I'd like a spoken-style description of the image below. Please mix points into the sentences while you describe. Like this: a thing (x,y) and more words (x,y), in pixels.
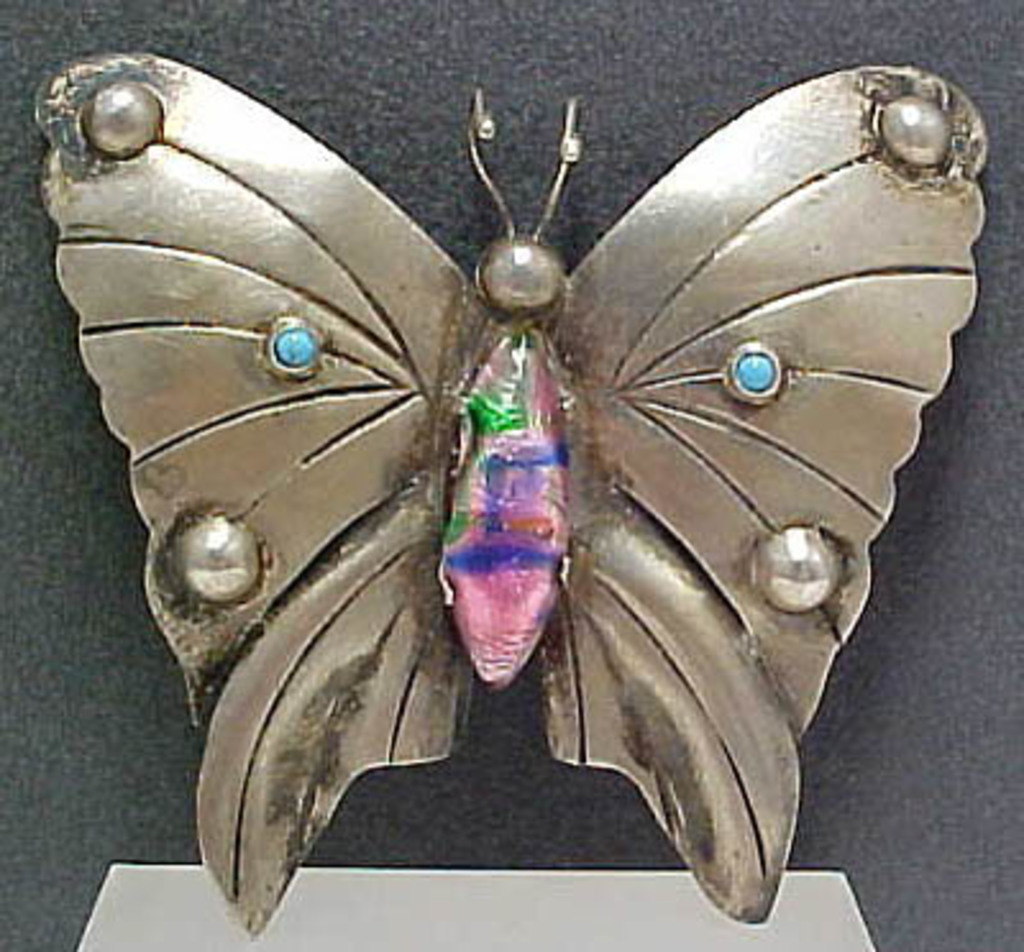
In this image I can see a butterfly (703,439) which is made up of metal (695,478) which blue, purple, pink, green and brown in color. I can see the black colored background (15,416).
